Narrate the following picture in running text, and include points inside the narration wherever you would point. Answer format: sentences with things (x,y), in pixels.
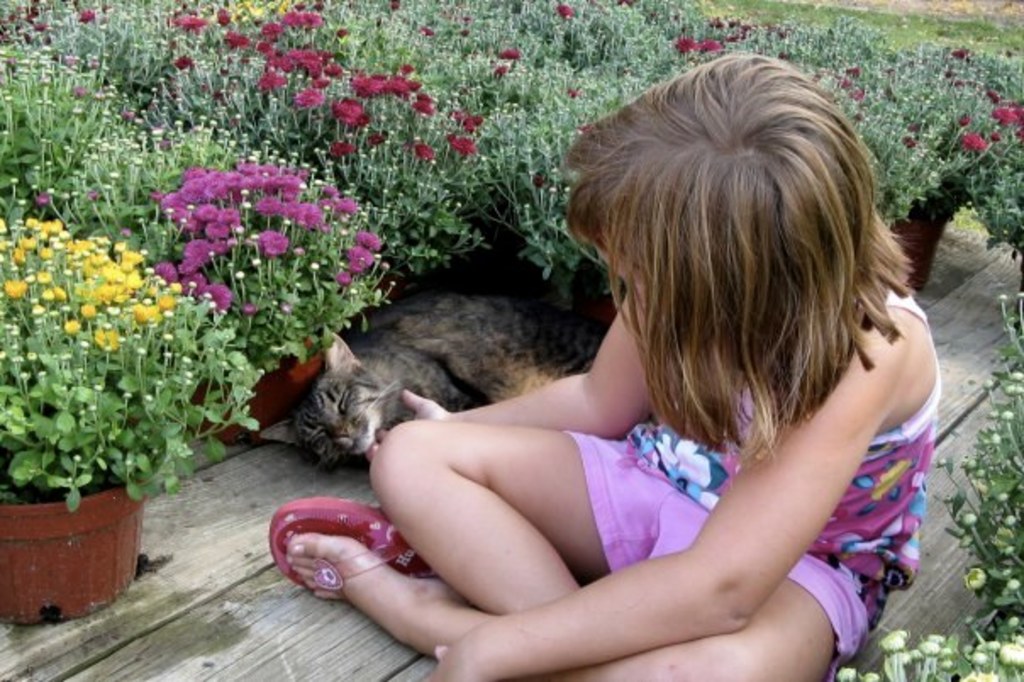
Here we can see a little girl (786,613) sitting with a cat (504,388) beside her and there are number of flower plants (392,200) beside her
